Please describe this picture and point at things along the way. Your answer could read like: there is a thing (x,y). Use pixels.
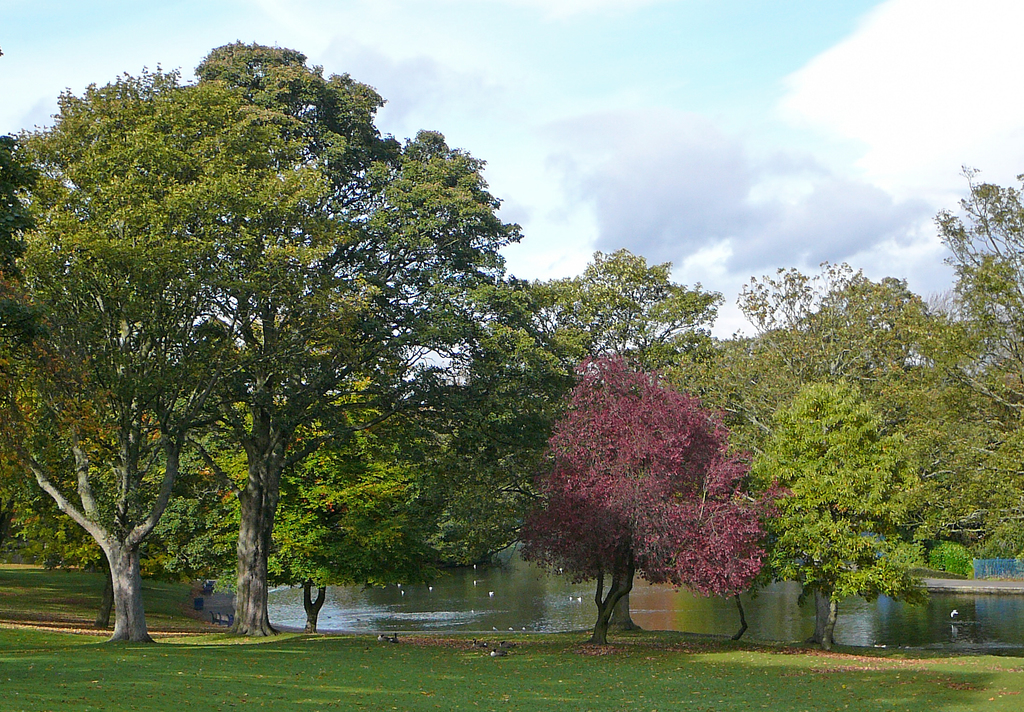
In this image in the front (629,641) there's grass (636,680) on the ground (480,659). In the background (604,428) there are trees (574,451) and there is water (533,596) and the sky (604,133) is cloudy.
